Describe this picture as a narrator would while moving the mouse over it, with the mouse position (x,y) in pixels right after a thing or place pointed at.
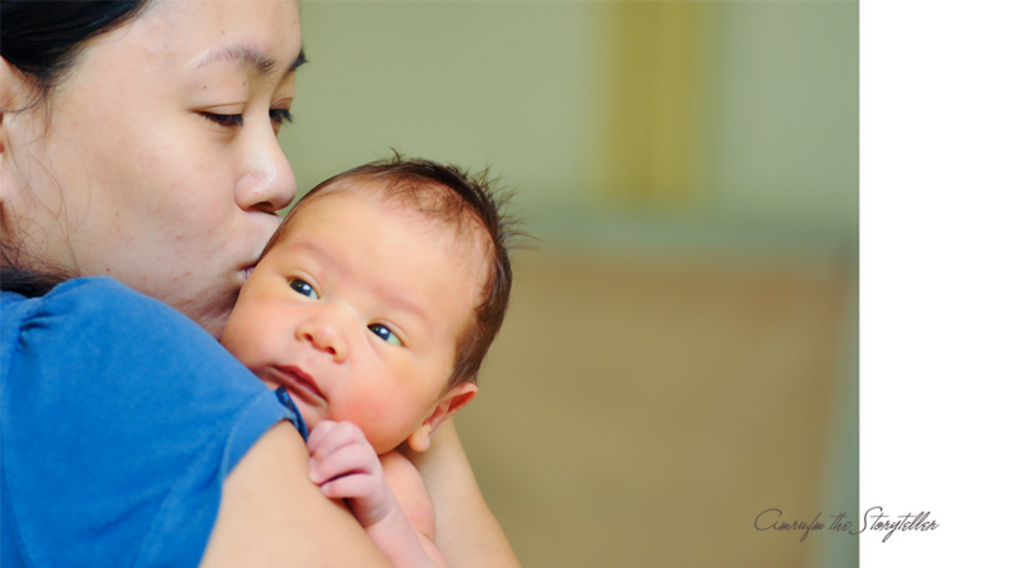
In this image we can see a lady (78,173) and a baby (364,400) in her hand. To the right side of the image (766,518) there is text (781,513). The background of the image (648,306) is blur.
